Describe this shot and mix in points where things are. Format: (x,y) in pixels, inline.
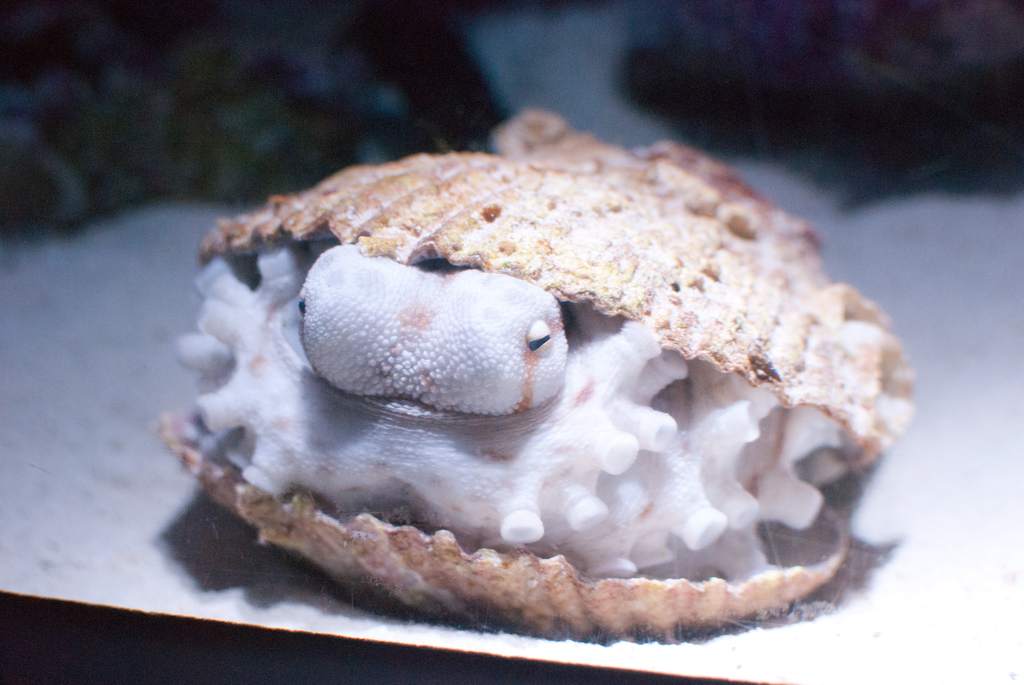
In the image there is a octopus (532,304) inside a shell (500,194) on the sand (950,264).
